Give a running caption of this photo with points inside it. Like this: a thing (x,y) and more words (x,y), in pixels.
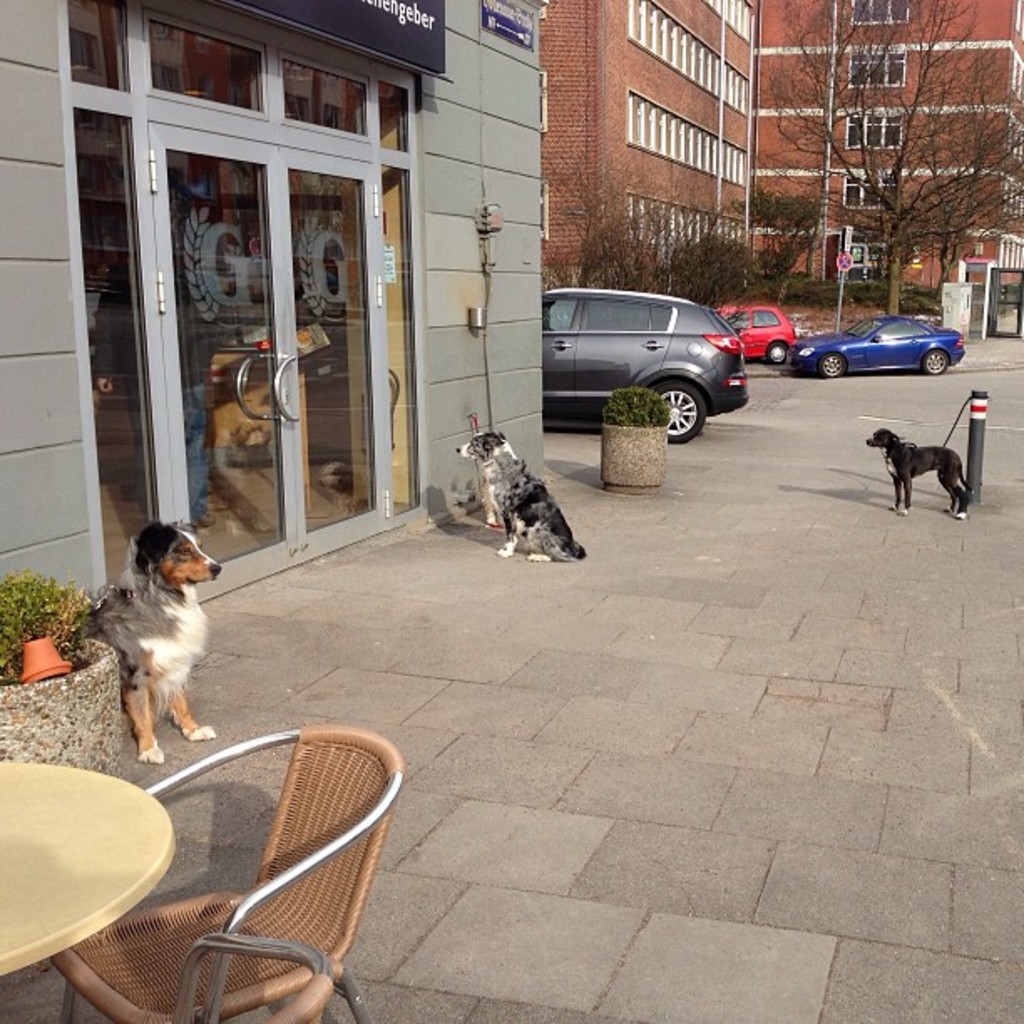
In this image I can see few dogs (928,458) and cars (748,355) on the road (612,704). To the left (11,853) there is a table (157,863) and a chair (269,851). In the background (744,167) there are trees (900,201) and the building (690,90).
